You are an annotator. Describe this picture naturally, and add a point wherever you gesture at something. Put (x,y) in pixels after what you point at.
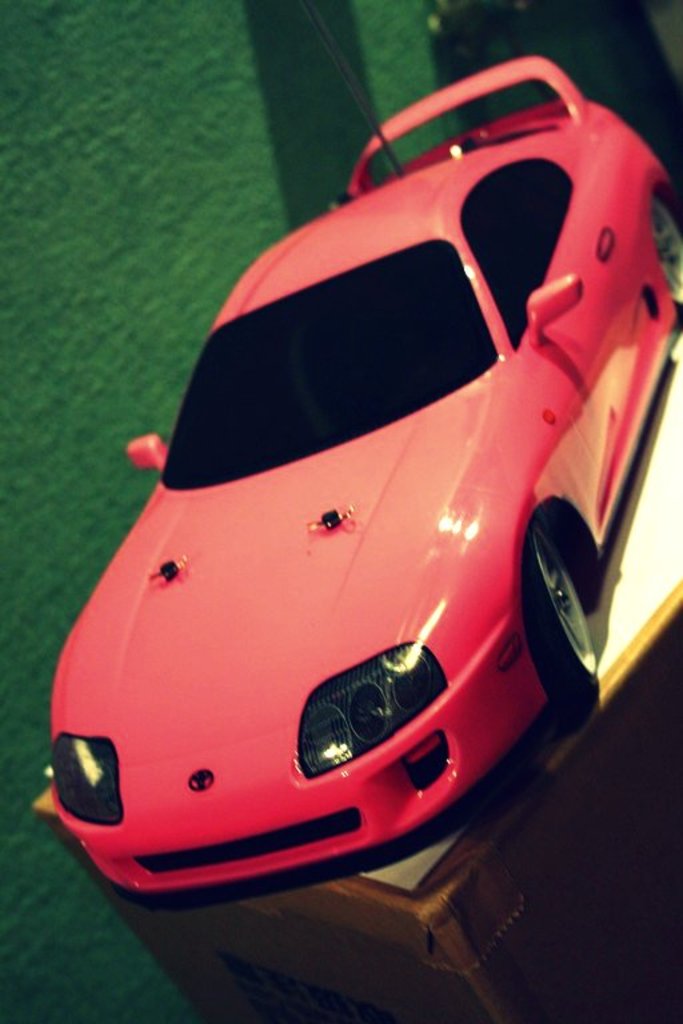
In the image we can see a toy car (264,666) pink and black in color. The toy car (296,798) is kept on the cardboard box (406,899) and the background (60,278) is green.
